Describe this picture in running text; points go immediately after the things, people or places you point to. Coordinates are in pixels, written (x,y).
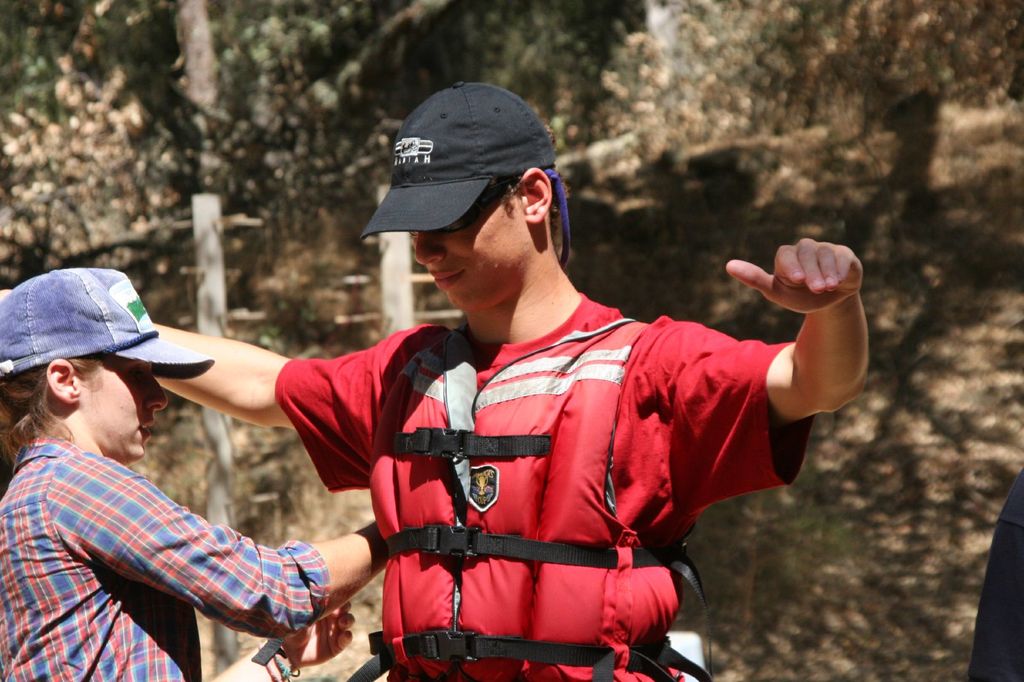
As we can see in the image in the front (69,377) there are two people (353,451) standing. The woman (68,434) on the left side (92,486) is wearing blue color cap (85,320), red and blue color dress (94,495). The man (569,410) standing in the middle (515,234) is wearing black color cap (466,176), goggles (467,218) and red color jacket (534,468).
